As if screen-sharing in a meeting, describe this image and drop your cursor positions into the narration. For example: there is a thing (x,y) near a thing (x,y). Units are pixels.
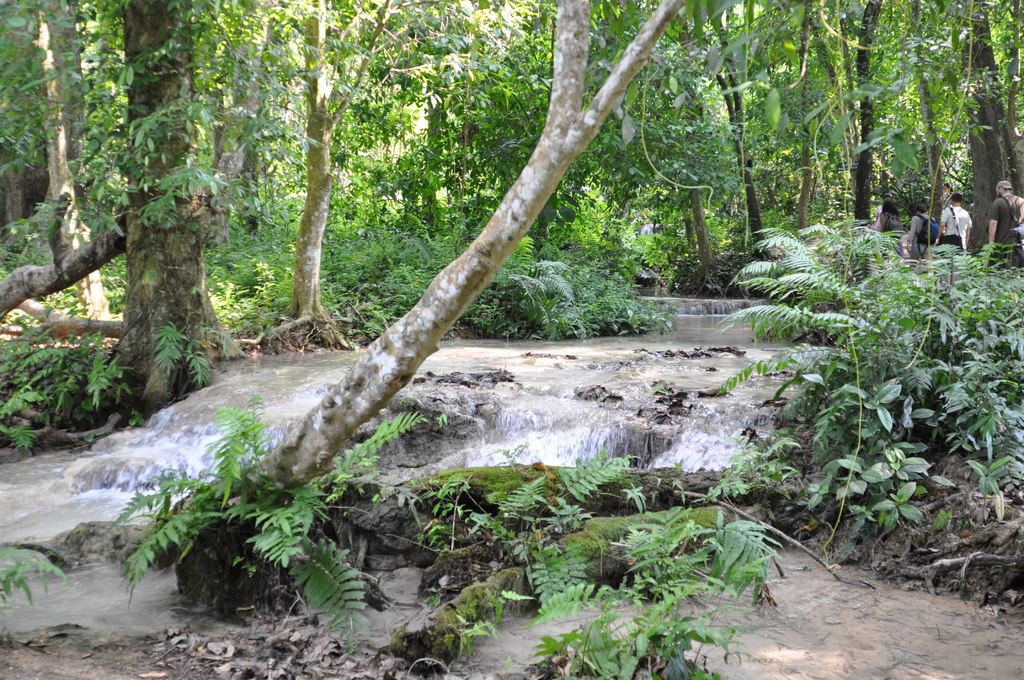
In this image, we can see the water flow (104,516), there are some green plants (579,525) and trees (188,208), we can see some people (1012,213) walking on the right side (944,232).
